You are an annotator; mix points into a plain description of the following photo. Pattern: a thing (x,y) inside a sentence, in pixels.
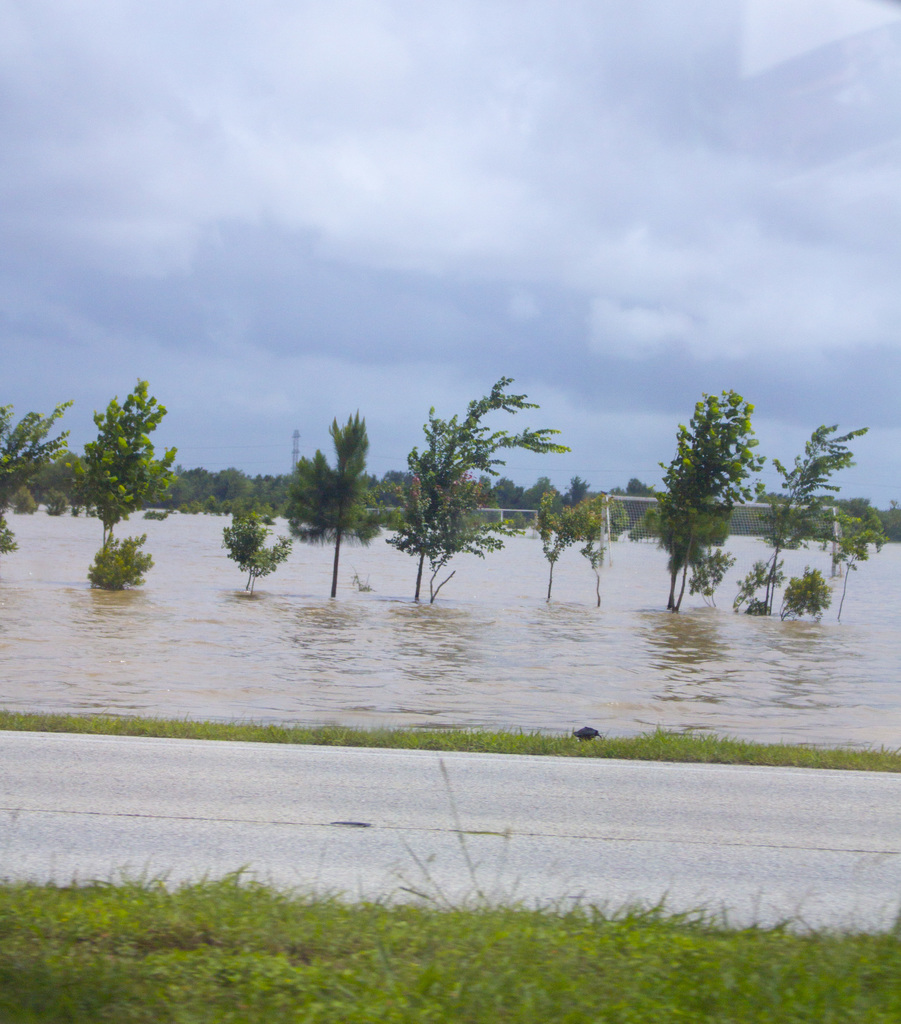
In this image we can see water (342,605), trees (726,559), tower (296,444), sky (285,390) with clouds (574,298) and grass (480,931).
